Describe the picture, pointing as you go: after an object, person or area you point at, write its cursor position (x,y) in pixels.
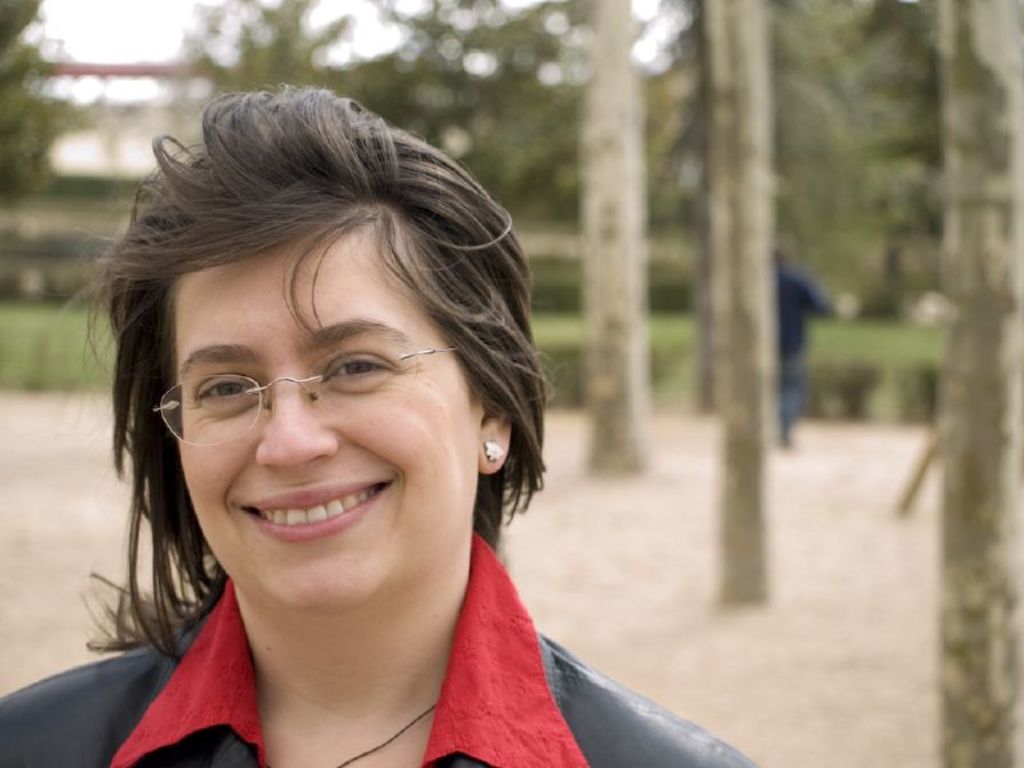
In this image I can see the person (328,577) standing wearing black and red color dress (225,666). Background (469,99) I can see one other person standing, trees (560,94) in green color and sky (180,51) in white color.
